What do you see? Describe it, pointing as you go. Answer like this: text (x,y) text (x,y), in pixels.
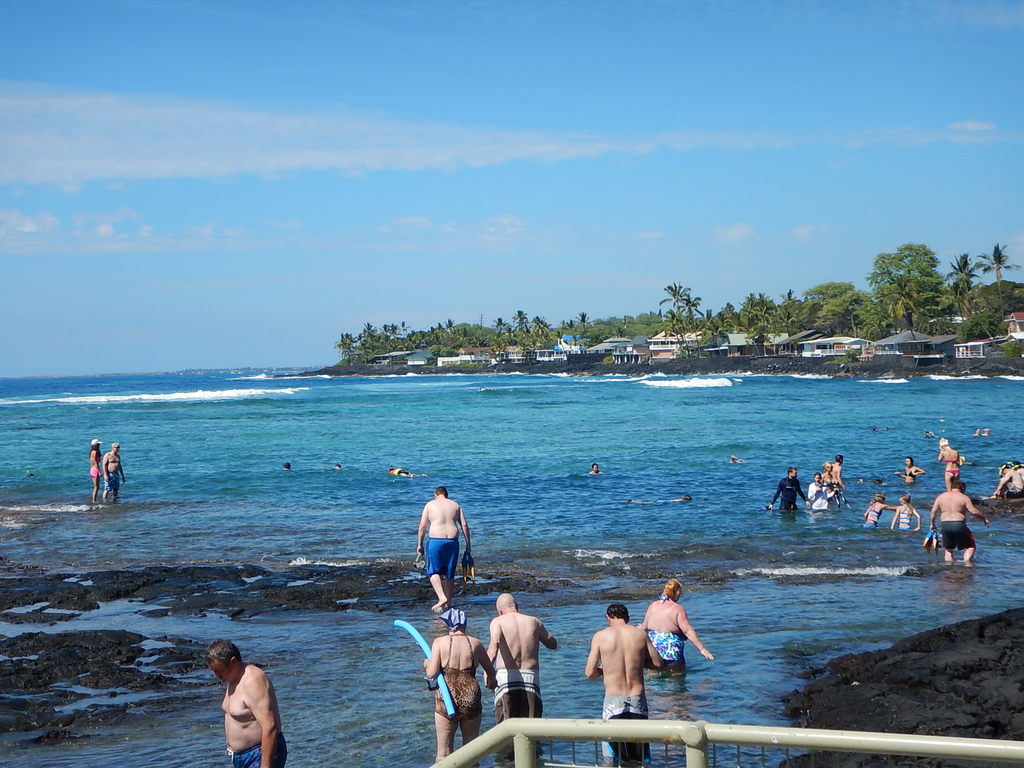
In the background (718,128) we can see the clouds (3,115) in the sky (681,139). In this picture we can see the trees (958,308), houses (957,340). We can see the people (788,502), among them few are standing. Near the sea shore (972,724) we can see a person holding a blue object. At the bottom portion of the picture (846,743) it look like a railing (525,764).
